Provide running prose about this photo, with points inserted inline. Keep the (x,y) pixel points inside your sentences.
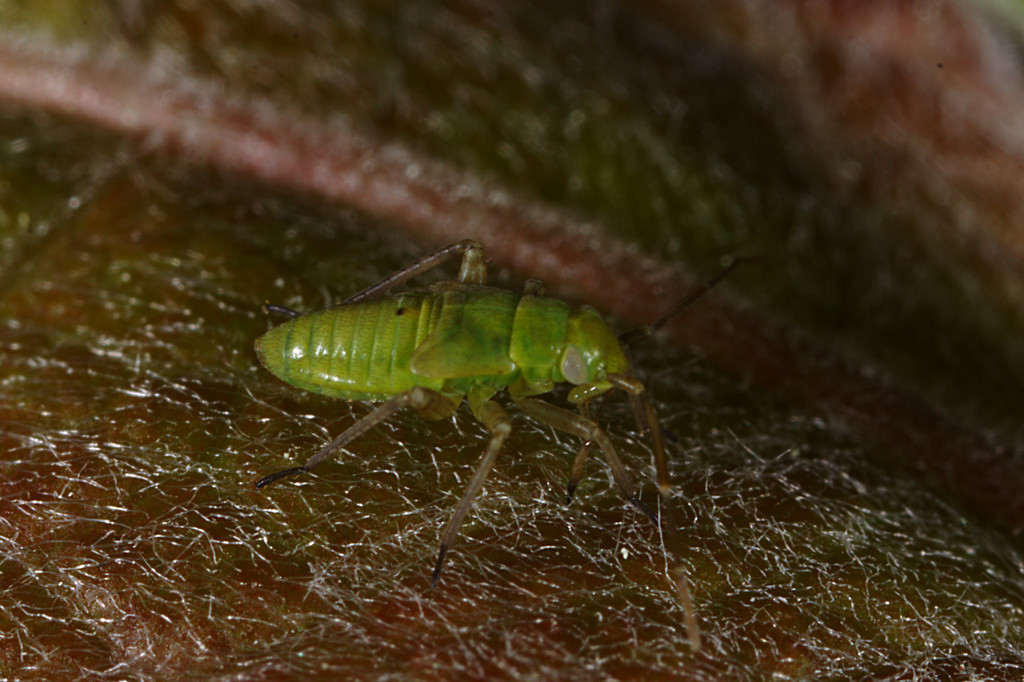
In this image we can see there is an insect (284,339) on the leaf (39,402) and there is the blur background (706,38).
